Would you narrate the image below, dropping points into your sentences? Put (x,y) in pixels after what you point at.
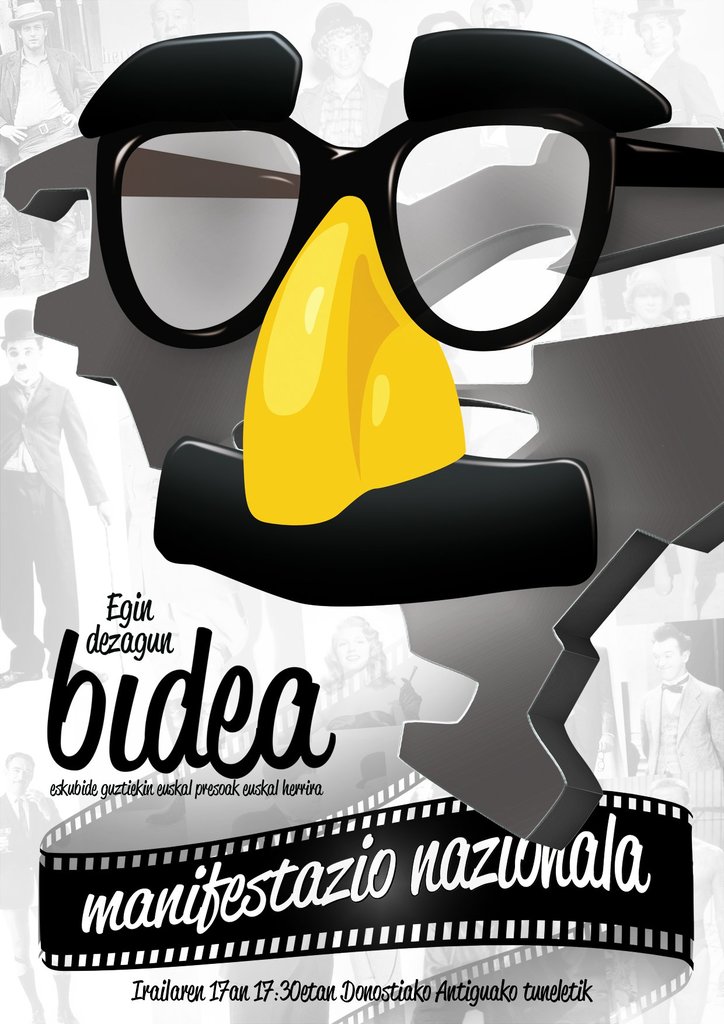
In this picture I can see a mask like thing (361,323) in front (140,159) and I see something is written on the bottom side of this picture (326,740). I can also see few pictures (37,32) of people (17,504).
